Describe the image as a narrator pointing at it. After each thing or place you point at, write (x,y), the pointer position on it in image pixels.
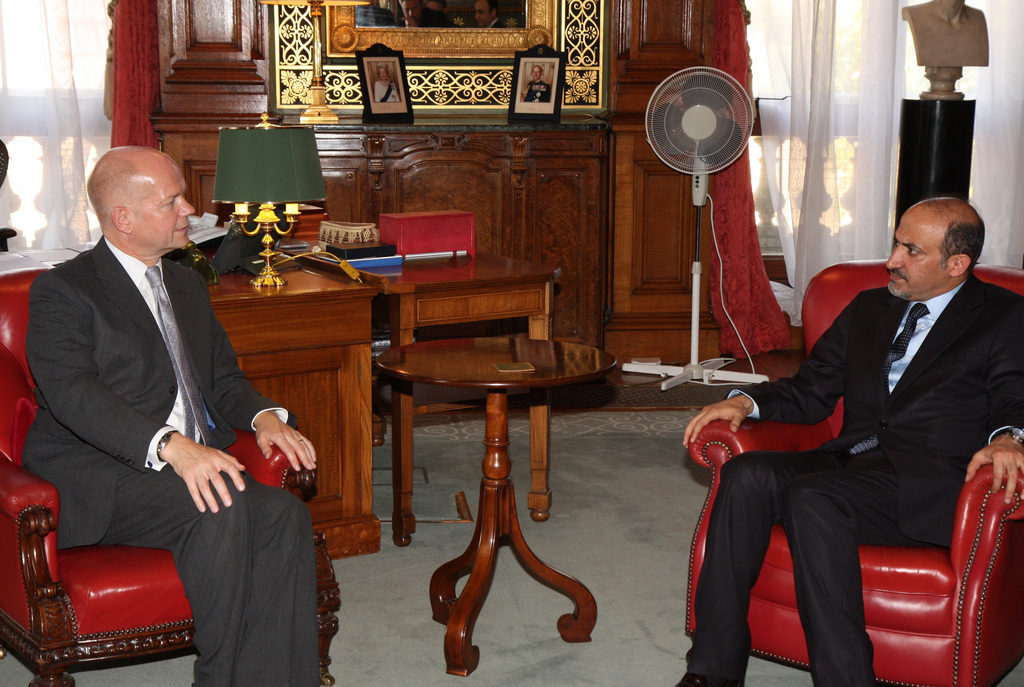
In this picture there are two men (794,459) sitting either side of the image. Both are wearing blazers (888,408), trousers (288,606) and tie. In middle of them there is a table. Towards the top right (938,36) there is a statue (922,37) besides it there is a fan (714,379). Behind the left person (154,281) there is a table (351,355), on the table (309,258) there is a lamp (263,267), besides it there is another table (451,312). In the background (458,93) there is a desk (472,126) with a mirror (422,20) and there are two photographs (528,70) on it.
